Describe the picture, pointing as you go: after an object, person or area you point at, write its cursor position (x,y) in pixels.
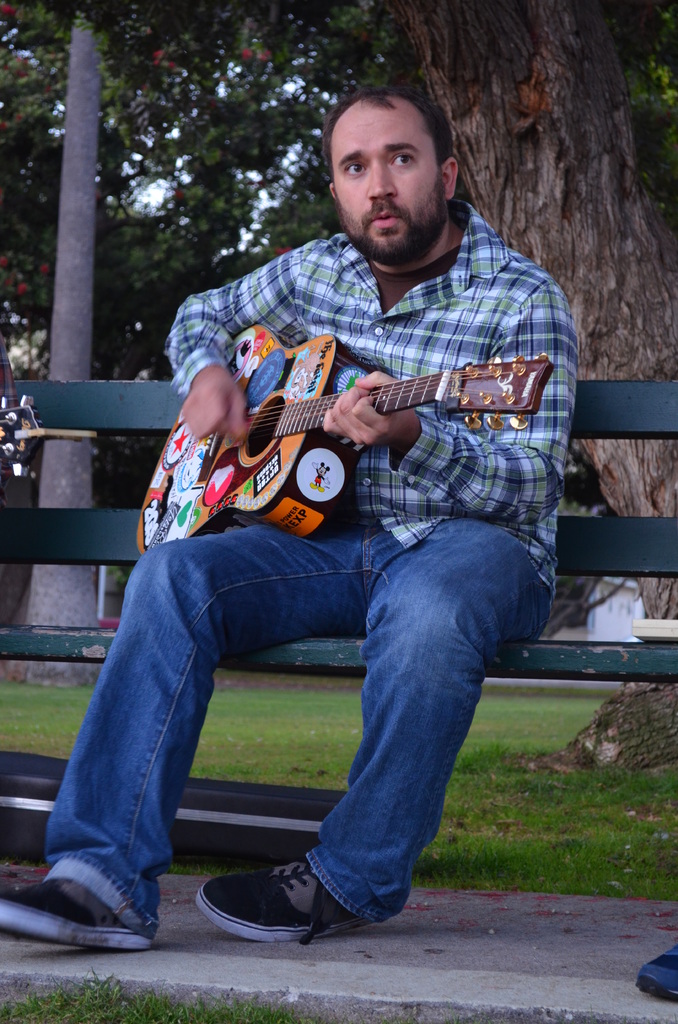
A man (511,529) is sitting on the bench (559,549) and playing the guitar (505,368), he wore shirt (456,493), trouser (418,632), shoes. Behind him there are trees (115,30).
